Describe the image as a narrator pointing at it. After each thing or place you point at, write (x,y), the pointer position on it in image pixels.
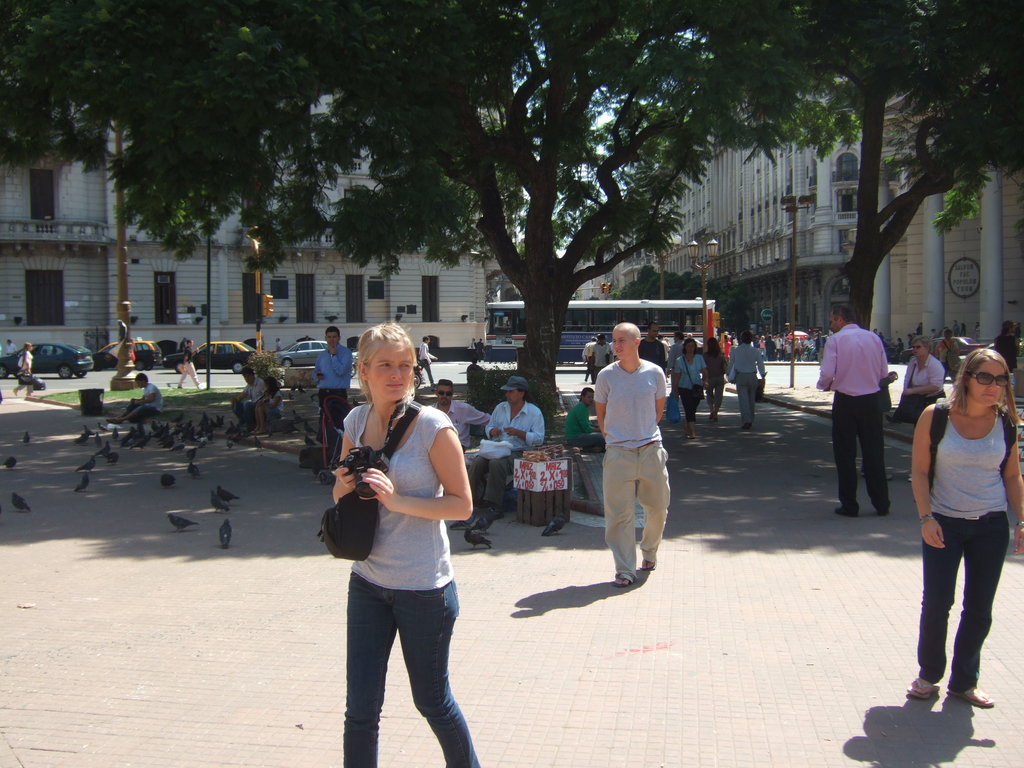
There are many people (879,486) sitting and walking. Lady (462,470) in the front (396,519) is wearing a bag (348,510) and holding a camera (360,478). On the right side (956,472) a lady (950,446) is wearing a goggles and bag (944,408). On the ground (121,472) there are birds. In the back (578,241) there are trees (529,223) and buildings (328,232). Also there is a bus (648,315) on the road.
